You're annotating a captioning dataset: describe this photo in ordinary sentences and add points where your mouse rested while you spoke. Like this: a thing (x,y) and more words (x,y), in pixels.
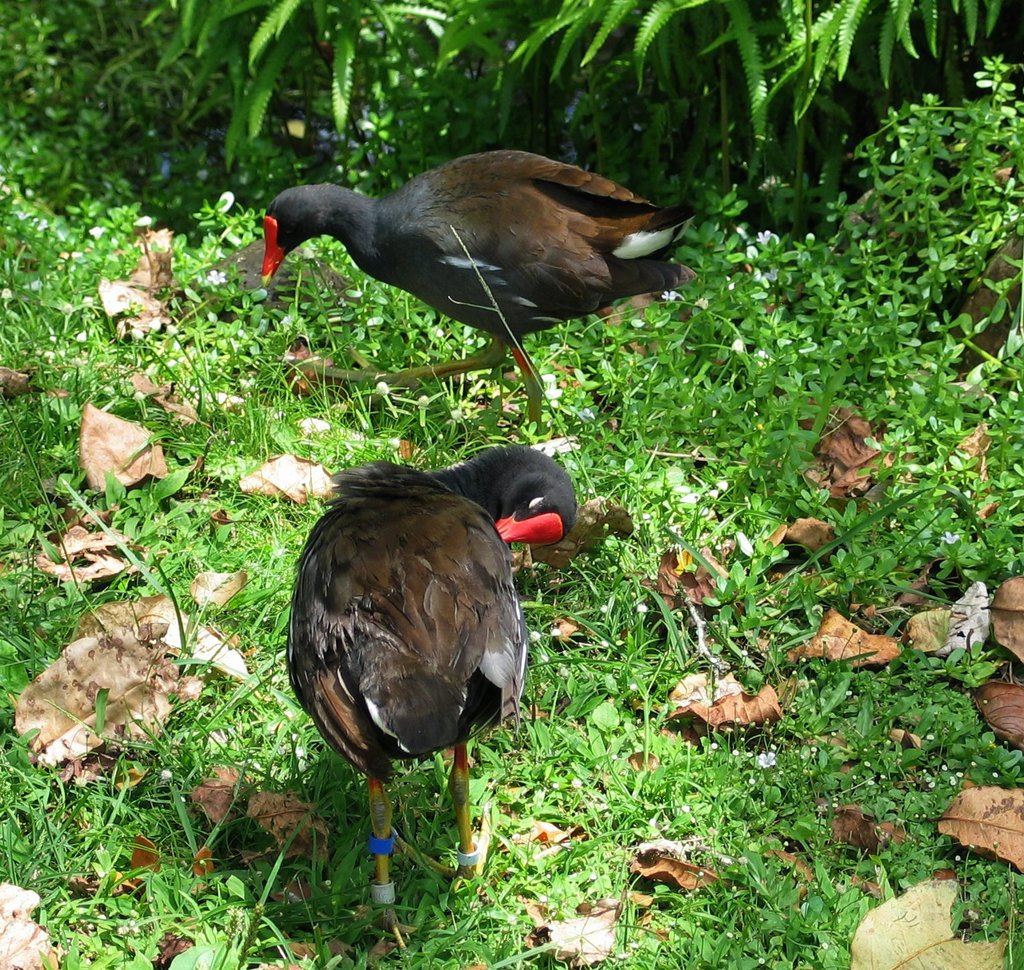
In the image we can see two birds (448,235), dry leaves (144,667), grass (617,640) and plants (746,38).
